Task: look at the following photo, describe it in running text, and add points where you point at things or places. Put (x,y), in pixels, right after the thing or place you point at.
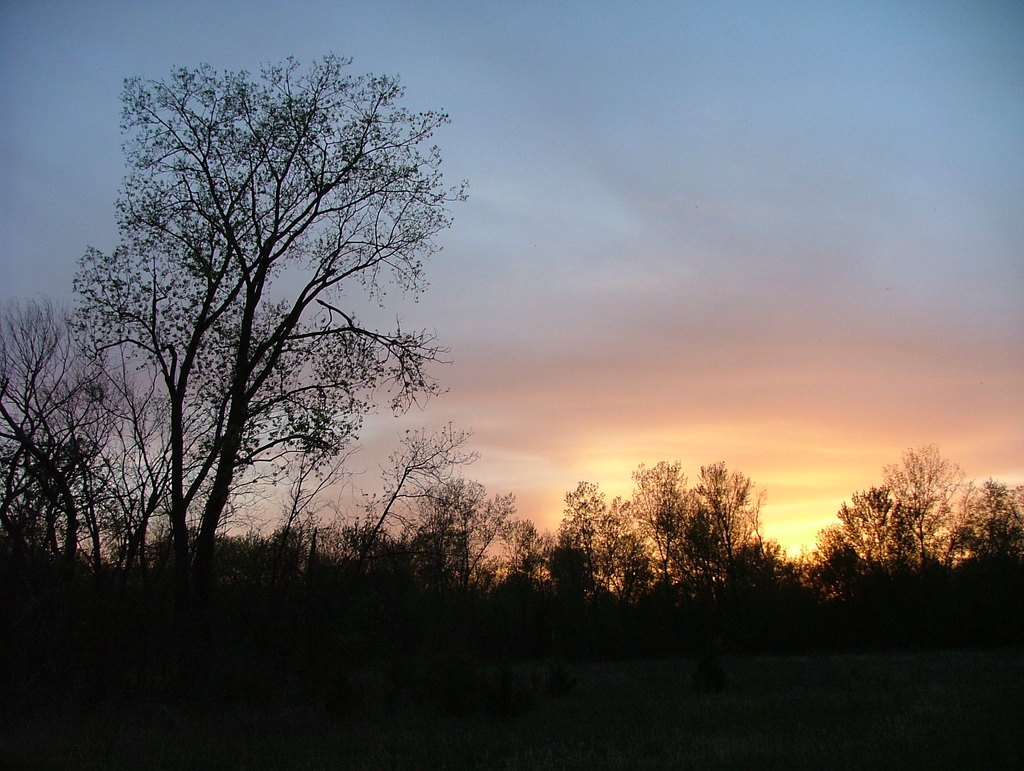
In this picture there is a view of the forest (110,562). In the front (107,457) there are many dry trees (583,520). Behind there is sunset sky (650,388).
